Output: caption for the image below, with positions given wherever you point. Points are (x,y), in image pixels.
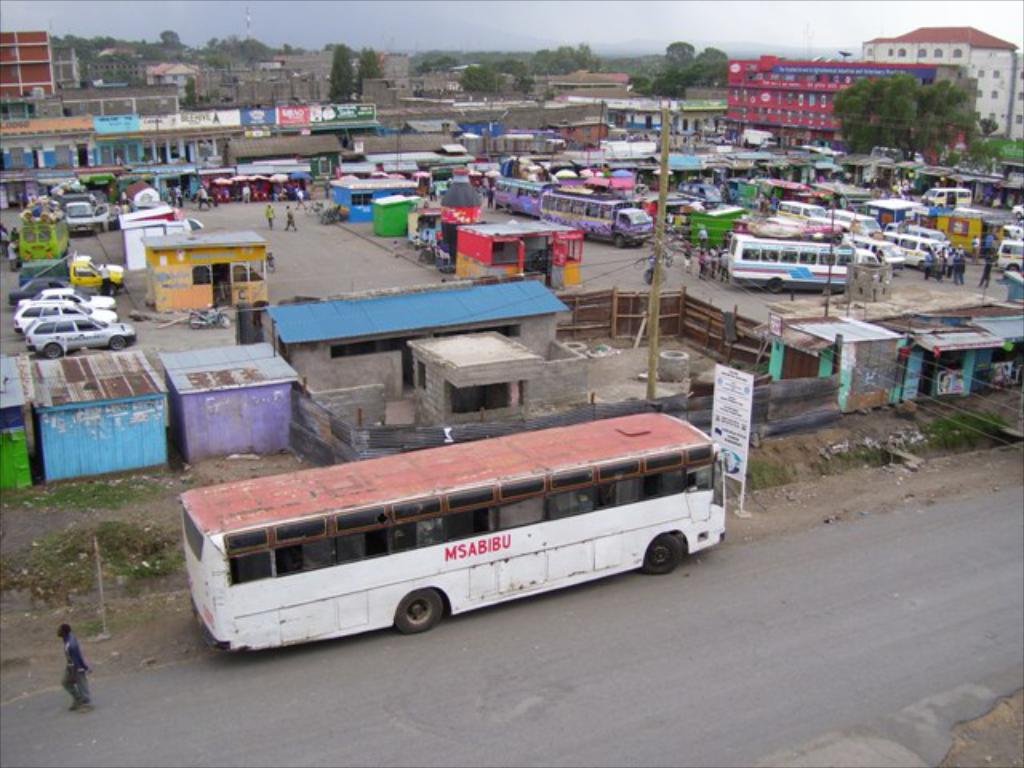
In this image we can see vehicles (91,267), small rooms (121,413) and few persons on the ground (486,724). In the background (147,118) there are buildings (66,60), trees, poles (651,286), hoardings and sky (168,7).
